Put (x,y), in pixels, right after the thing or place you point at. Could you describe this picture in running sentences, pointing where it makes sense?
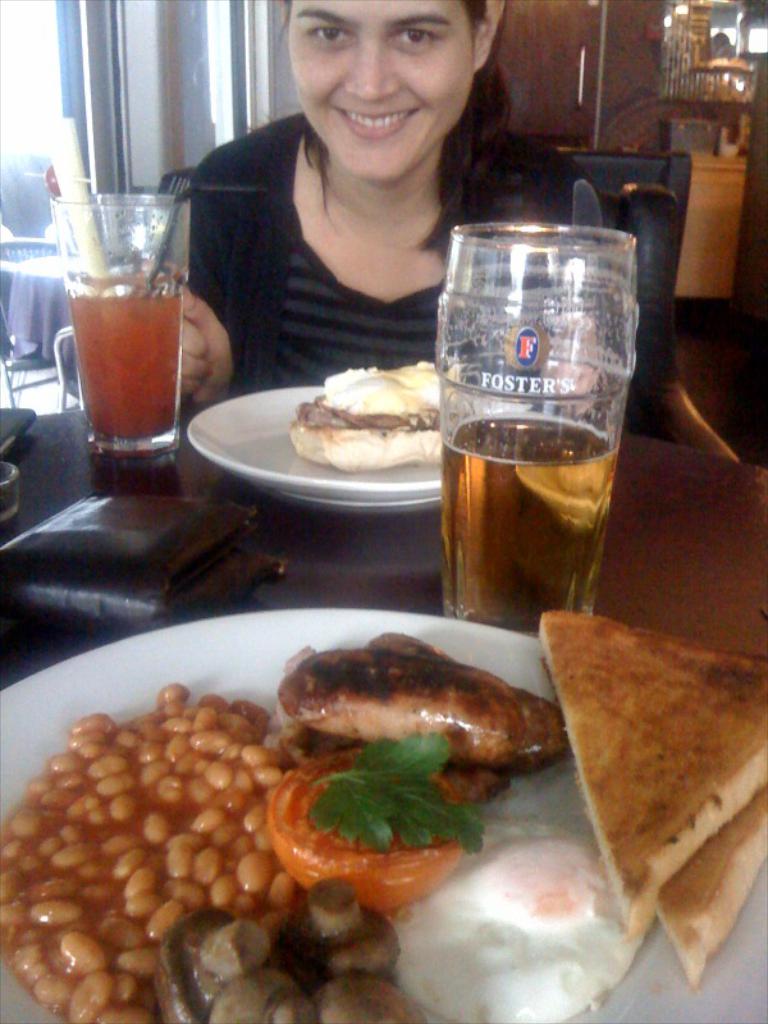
In this picture there is a woman (332,284) wearing black dress (332,284) is sitting and there is a table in front of her which has few eatables (305,691), glass of drink (451,503) and some other objects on it and there is a door (557,74) in the background (546,65).
